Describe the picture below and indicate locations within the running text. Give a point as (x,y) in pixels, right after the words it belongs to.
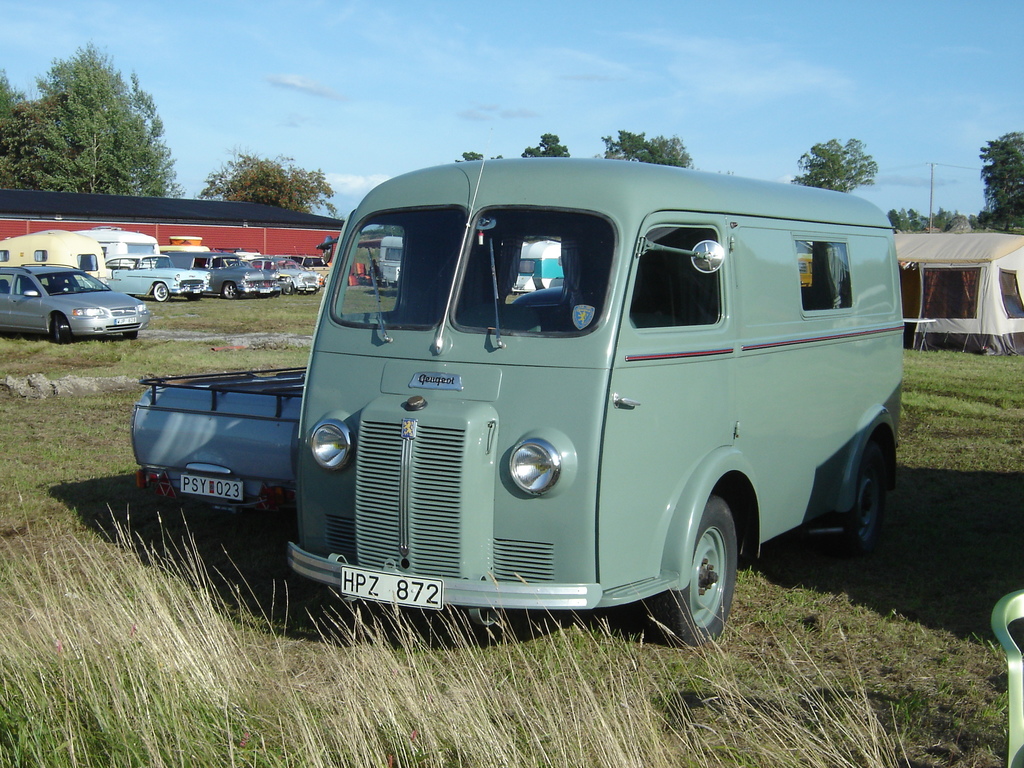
In the picture there are some vehicles (36,260) parked on the grass (819,559) and behind the vehicles (862,251) there is a tent (941,286) in between the grass (164,305) and on the left side (33,211) there is a compartment (203,216) behind the vehicles (9,259) and around the land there are many trees (316,182).
